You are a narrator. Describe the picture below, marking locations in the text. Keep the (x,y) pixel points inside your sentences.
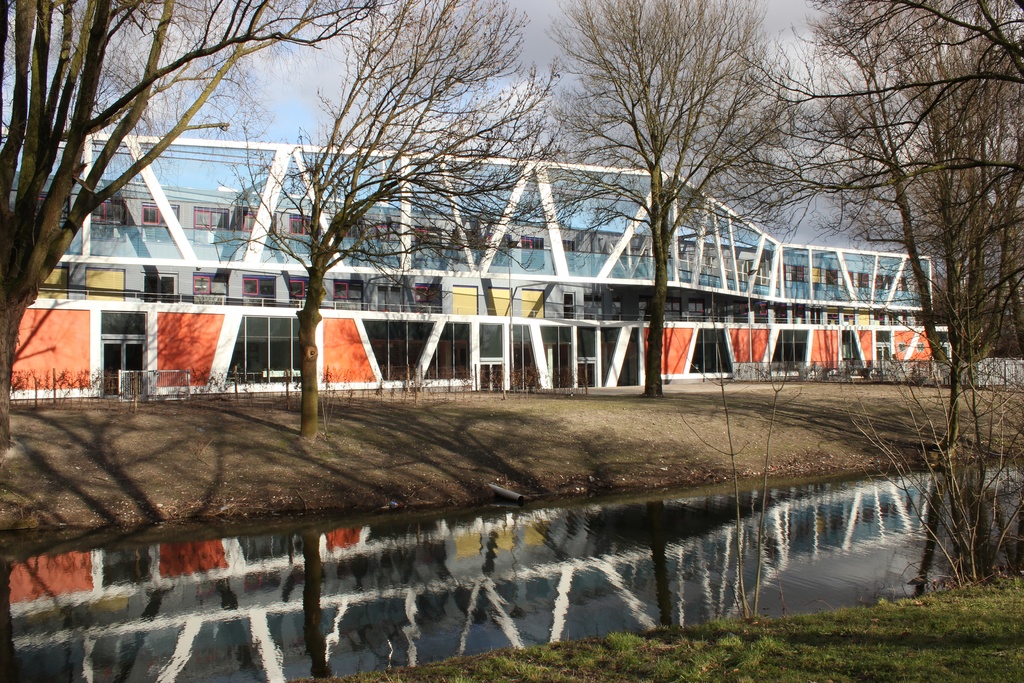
In the foreground of the picture (513,515) I can see the lake (698,581). I can see the deciduous trees (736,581) and green grass (891,639) on the side of the lake (646,619). In the background (758,240), I can see the glass building (672,364). There are clouds (960,115) in the sky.
